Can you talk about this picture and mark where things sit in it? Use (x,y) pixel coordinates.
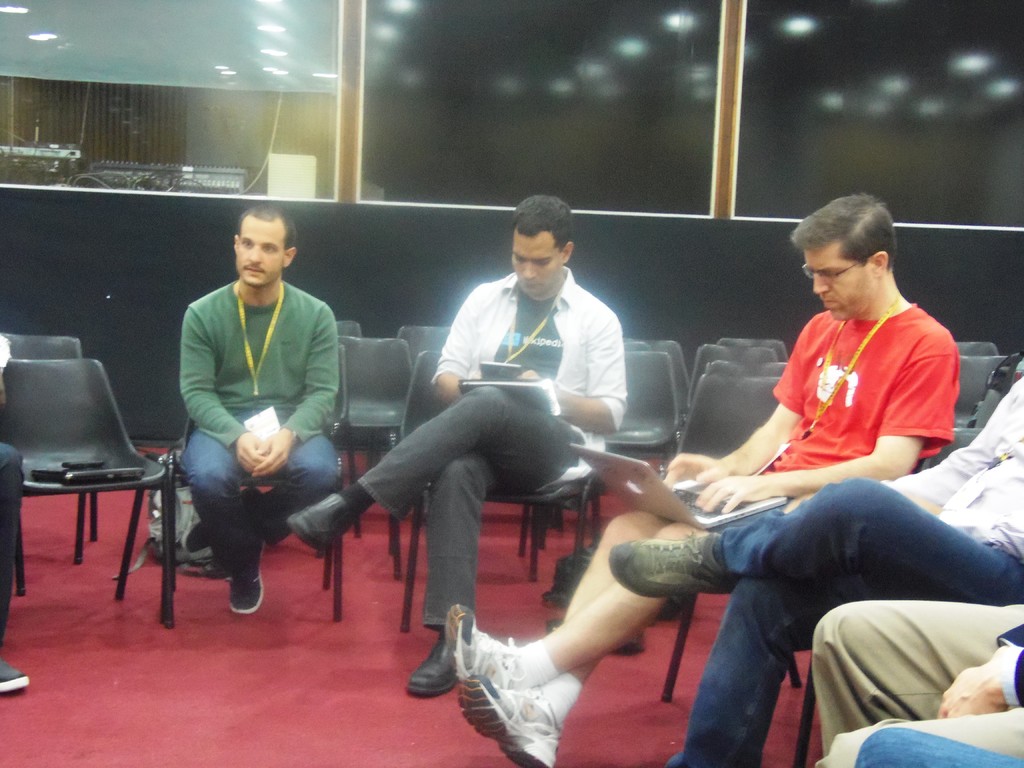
In this image there are people (866,609) sitting on the chairs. Behind them there are empty chairs (413,366). In the background of the image (885,180) there are glass windows (403,98) through which we can see some audio equipment (171,184). At the top of the image (34,37) there are lights (315,75). At the bottom of the image (361,699) there is a mat (375,693) on the floor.
